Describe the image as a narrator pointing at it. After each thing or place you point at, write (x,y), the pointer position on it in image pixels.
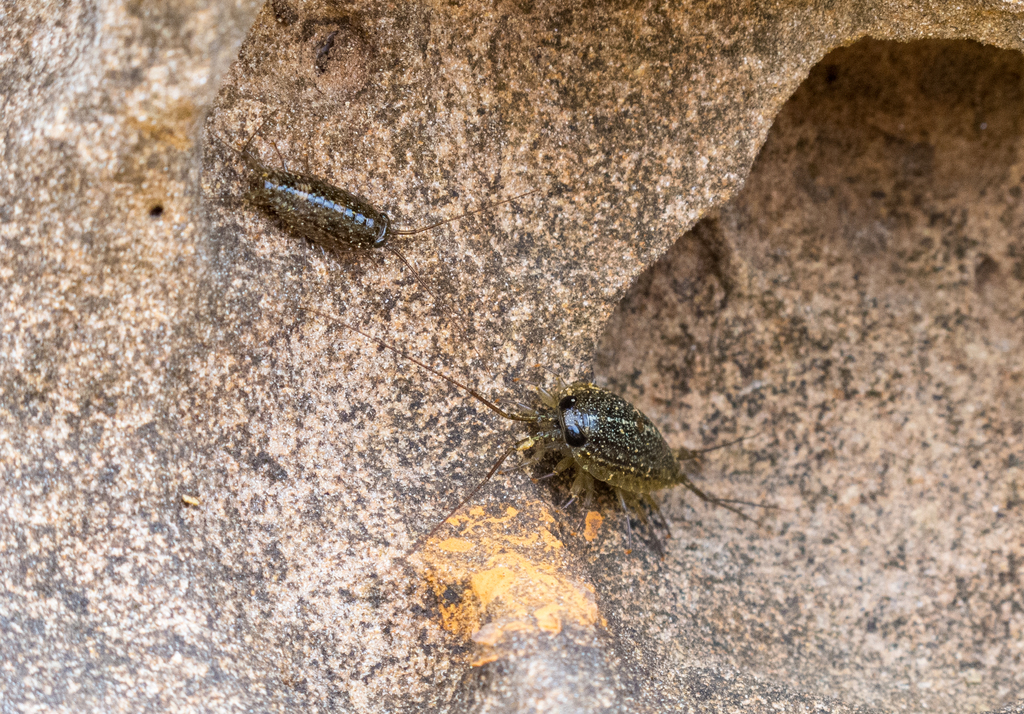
In this picture there are two insects (575,497) on the rock (668,208).
